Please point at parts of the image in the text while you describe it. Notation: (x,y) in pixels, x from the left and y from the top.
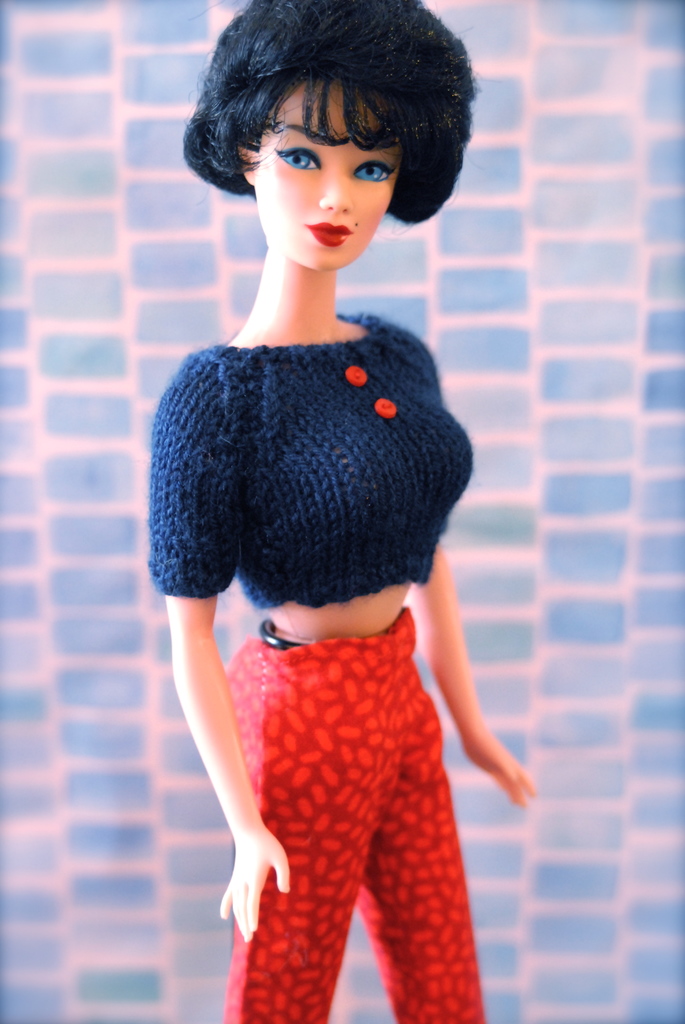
In this picture we can see a doll (205,624) of a girl (298,105).
